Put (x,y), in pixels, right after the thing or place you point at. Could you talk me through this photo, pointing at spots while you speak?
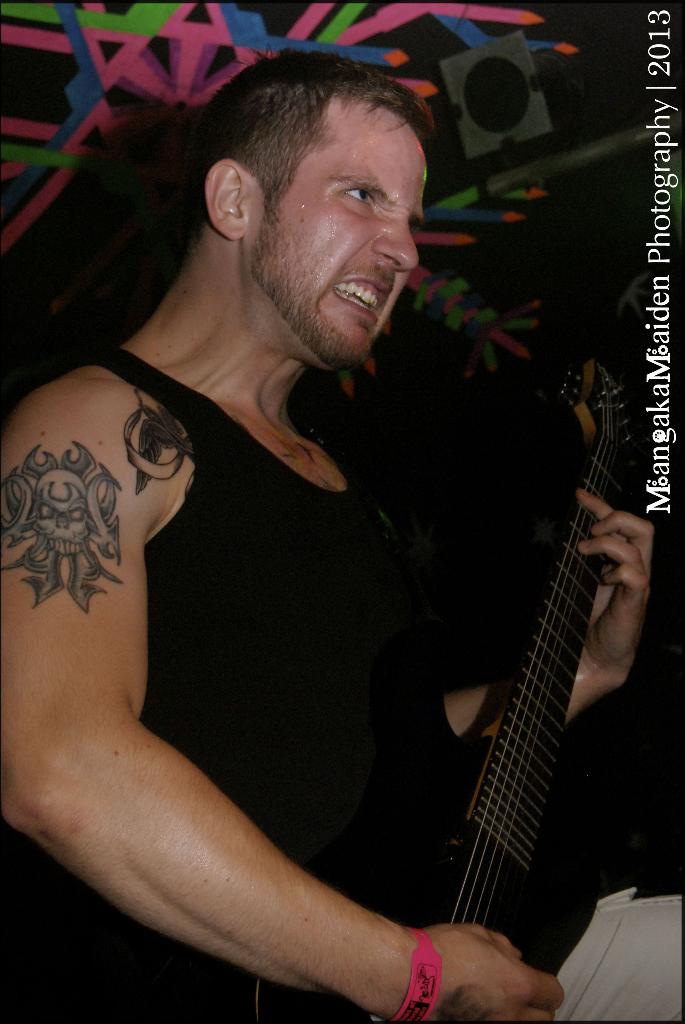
In this picture, There is a man (337,674) standing and holding a music instrument (492,768) which is in black color.
